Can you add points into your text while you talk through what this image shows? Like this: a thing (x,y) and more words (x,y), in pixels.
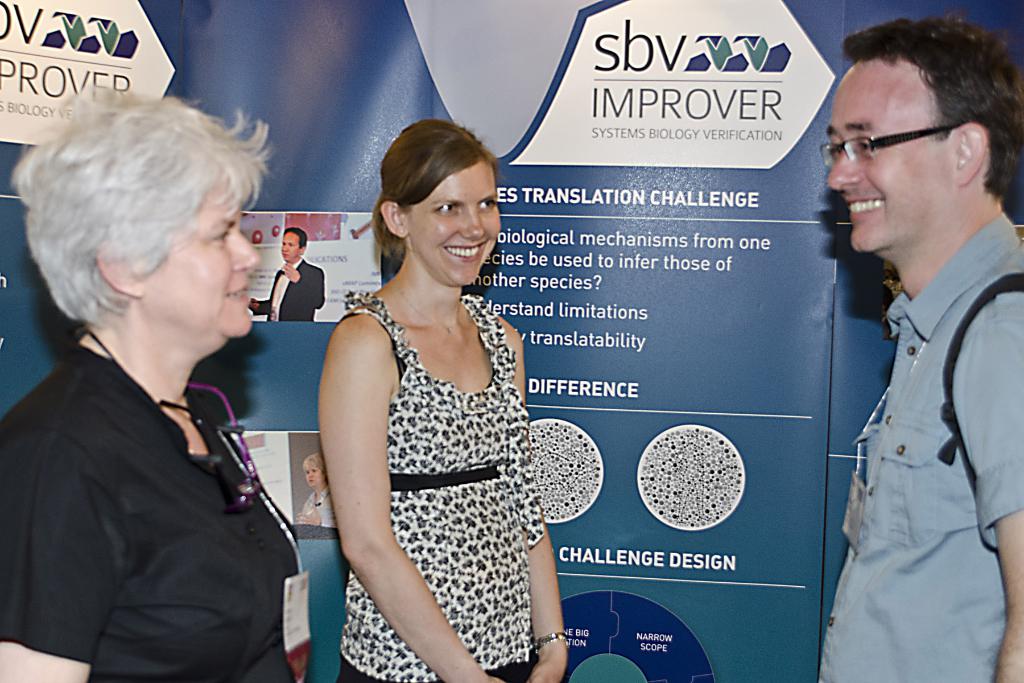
In this image I can see three persons (509,554) standing. In front (436,534) the person (445,518) is wearing white and black color dress (448,527). In the background (459,87) I can see the board (541,81) in blue color and I can also see something written on the board (600,319).
